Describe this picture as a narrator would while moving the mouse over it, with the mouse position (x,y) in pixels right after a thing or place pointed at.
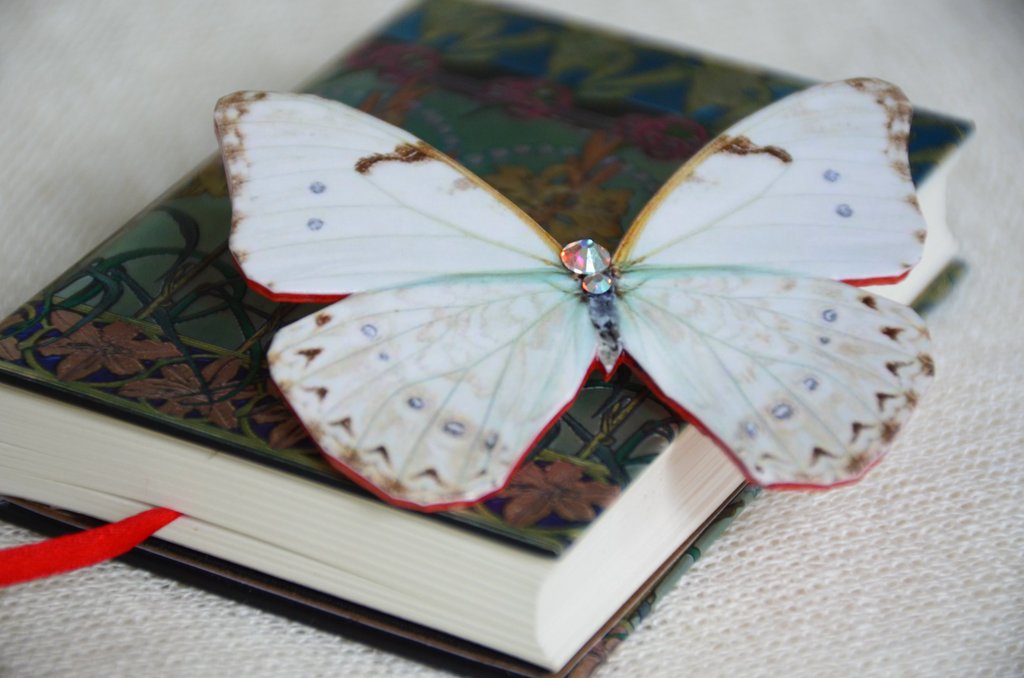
In this picture we can see a book (553,603) with a sticker butterfly (625,334) on it and this book (88,434) is placed on a cloth (28,154).
